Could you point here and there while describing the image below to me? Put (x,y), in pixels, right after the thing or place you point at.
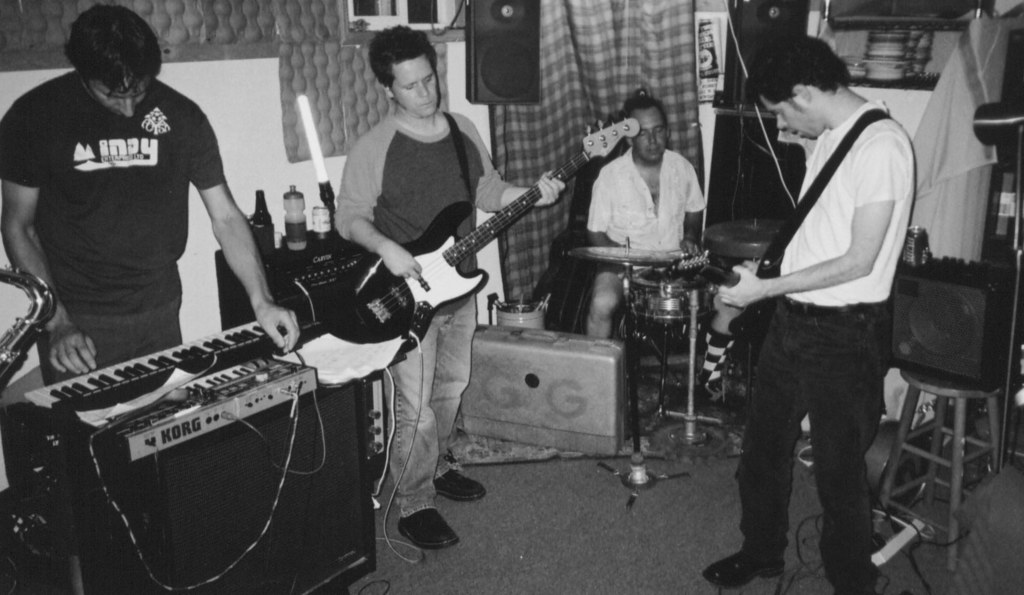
In this image I can see four people (407,39) where three of them (413,116) standing and one (620,211) is sitting next to a drum set (668,320). Here I can see two of them (419,262) are holding guitars (370,312). I can also see a musical keyboard (196,415), a speaker (314,299) and few bottles (285,205).
